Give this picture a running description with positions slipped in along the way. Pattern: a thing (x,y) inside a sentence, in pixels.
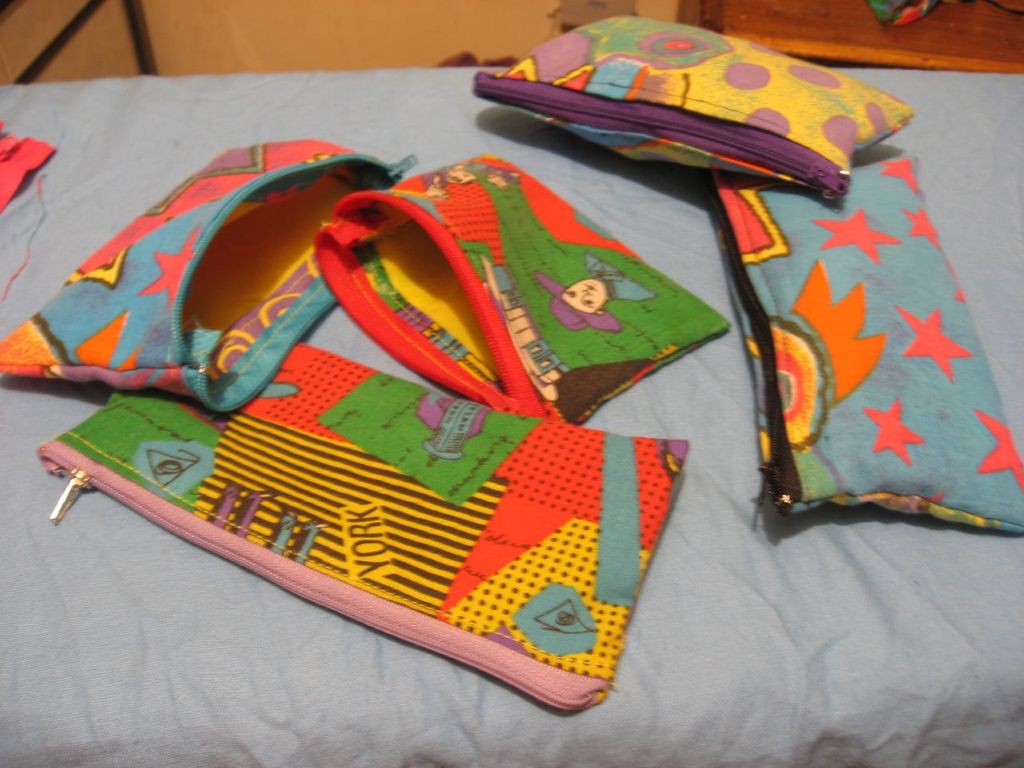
In this picture we can see some bags (374,445) are placed on the sheet (63,406).
